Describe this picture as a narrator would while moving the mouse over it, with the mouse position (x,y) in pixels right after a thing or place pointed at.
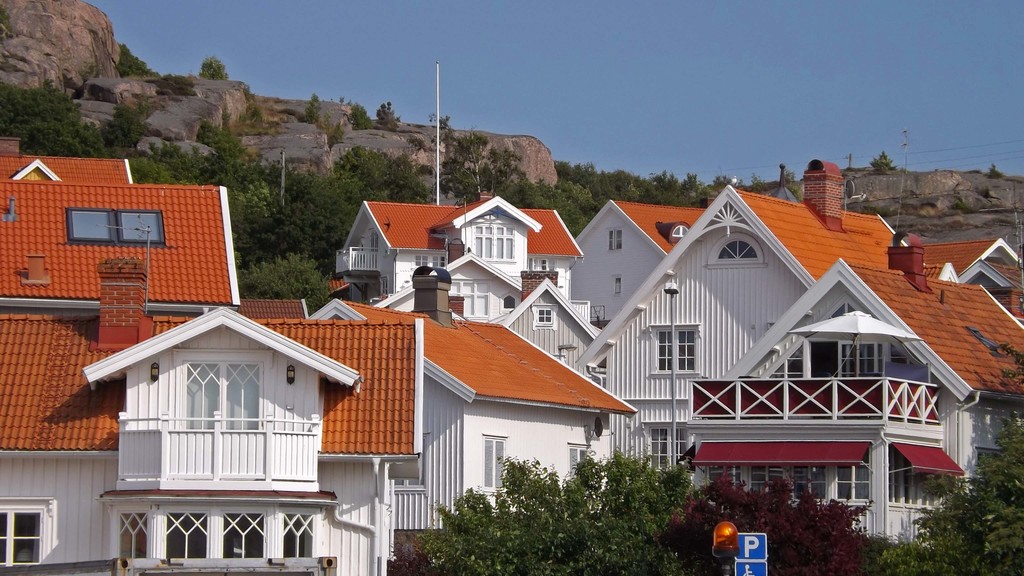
In this picture we can see some buildings (181,333), at the bottom (862,552) there are some trees (769,535), we can see a board (759,546) here, in the background (242,151) there are some rocks (319,152), we can see the sky (277,79) at the top of the picture (485,122).
